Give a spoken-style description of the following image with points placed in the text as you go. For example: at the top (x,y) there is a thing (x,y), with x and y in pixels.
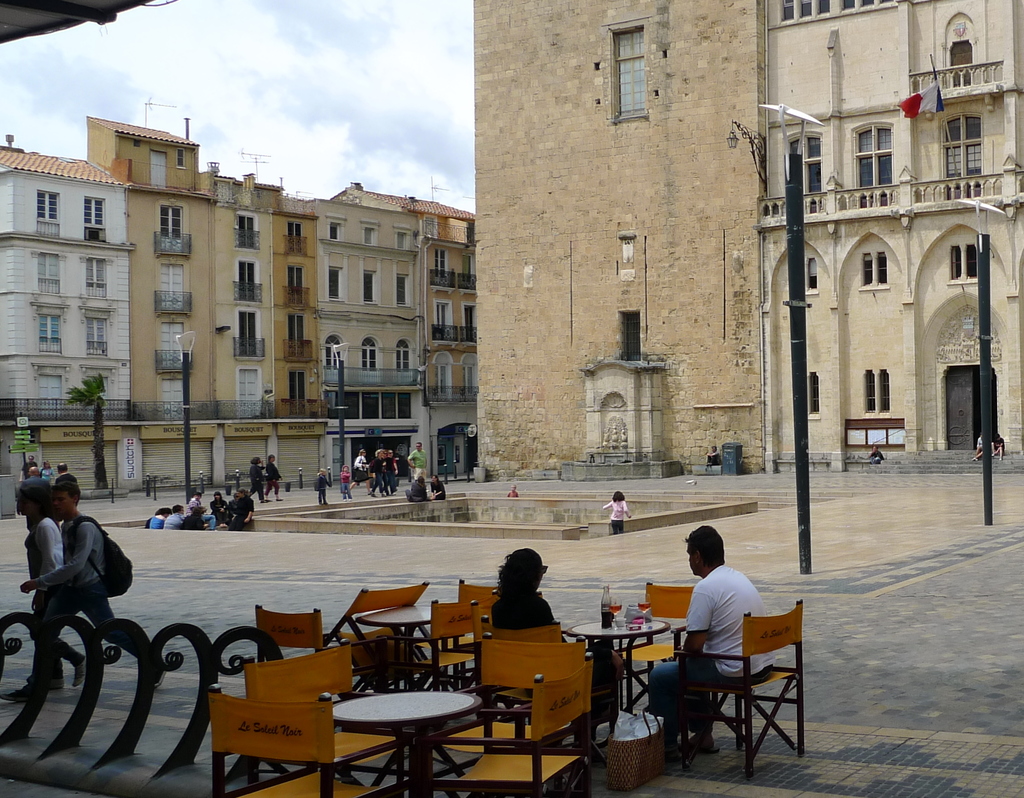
As we can see in the image, there is a sky (270,95), buildings (338,267), few people (194,517) standing and walking on road (308,489) and there are chairs (446,659) and tables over here.
